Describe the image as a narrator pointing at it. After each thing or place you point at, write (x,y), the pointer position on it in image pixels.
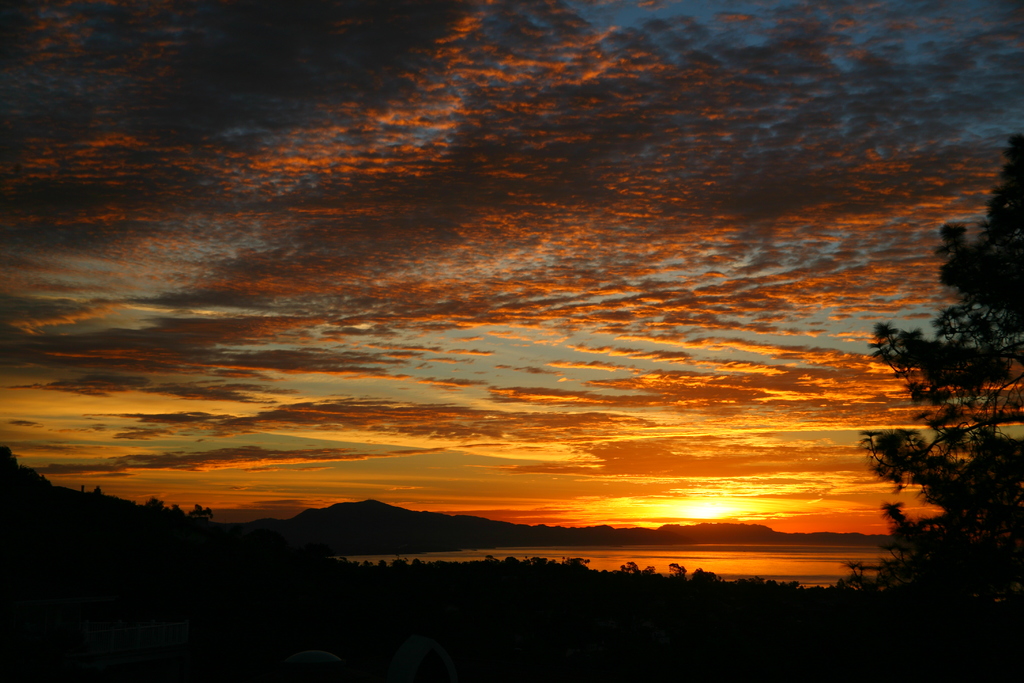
On the right side (885,449), we see the trees (896,524). At the bottom (414,630), it is black in color. We see some trees (391,564) at the bottom (669,588). There are trees (611,581) and hills (480,538) in the background (470,527). At the top (445,213), we see the sky (546,423) and the sun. In the middle of the picture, we see the water (709,560) and this water (730,561) might be in the pond (769,565).
